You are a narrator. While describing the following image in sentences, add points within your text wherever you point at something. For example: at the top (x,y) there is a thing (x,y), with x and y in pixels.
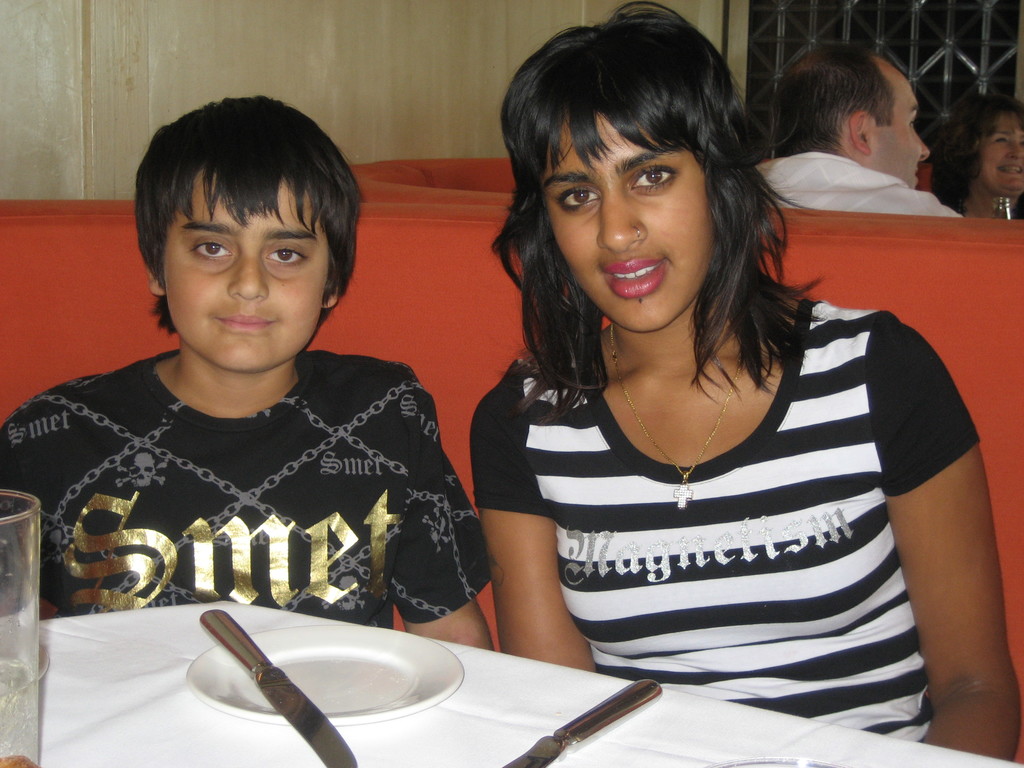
In this image we can see these two persons (214,397) wearing black T-shirts (570,516) are sitting on the red sofa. In front of them we can see a table (200,640) on which we can see white table cloth (391,726) is placed and we can see knives (587,718), plate (322,664) and a glass (25,687) are placed on it. In the background (869,138), we can see a few more people (916,158) sitting and the wall (406,61).
